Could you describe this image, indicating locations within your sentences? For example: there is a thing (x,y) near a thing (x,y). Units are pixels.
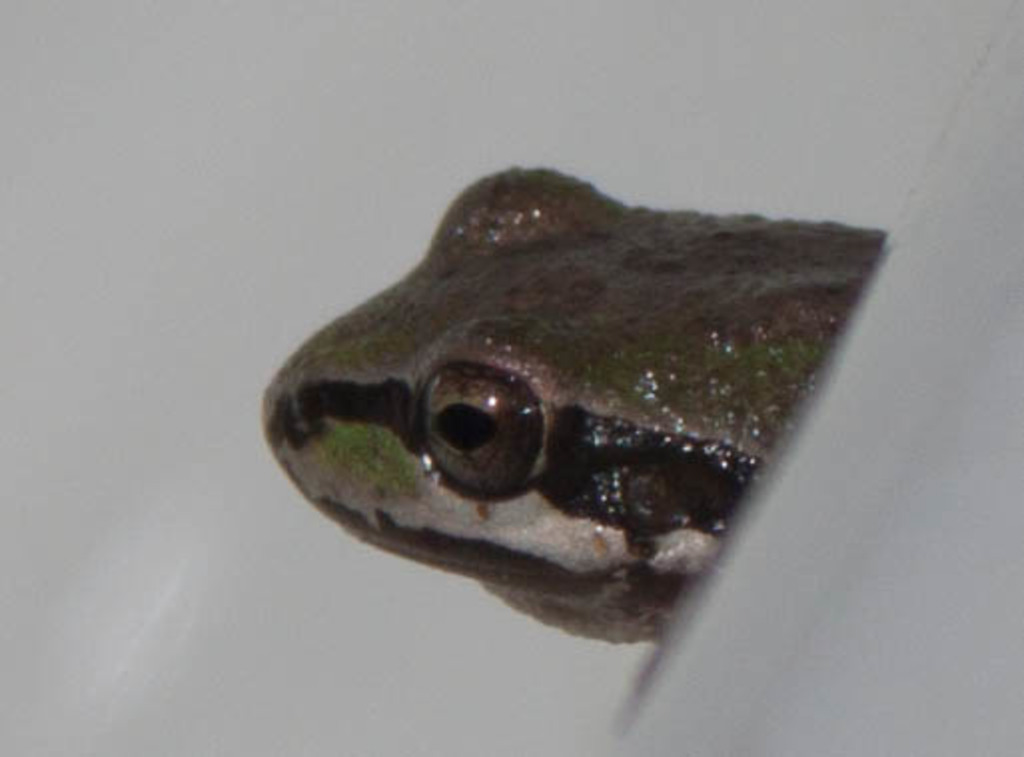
In this image, I can see the face (666,419) of a frog (365,416). The background (467,604) looks white in color.
